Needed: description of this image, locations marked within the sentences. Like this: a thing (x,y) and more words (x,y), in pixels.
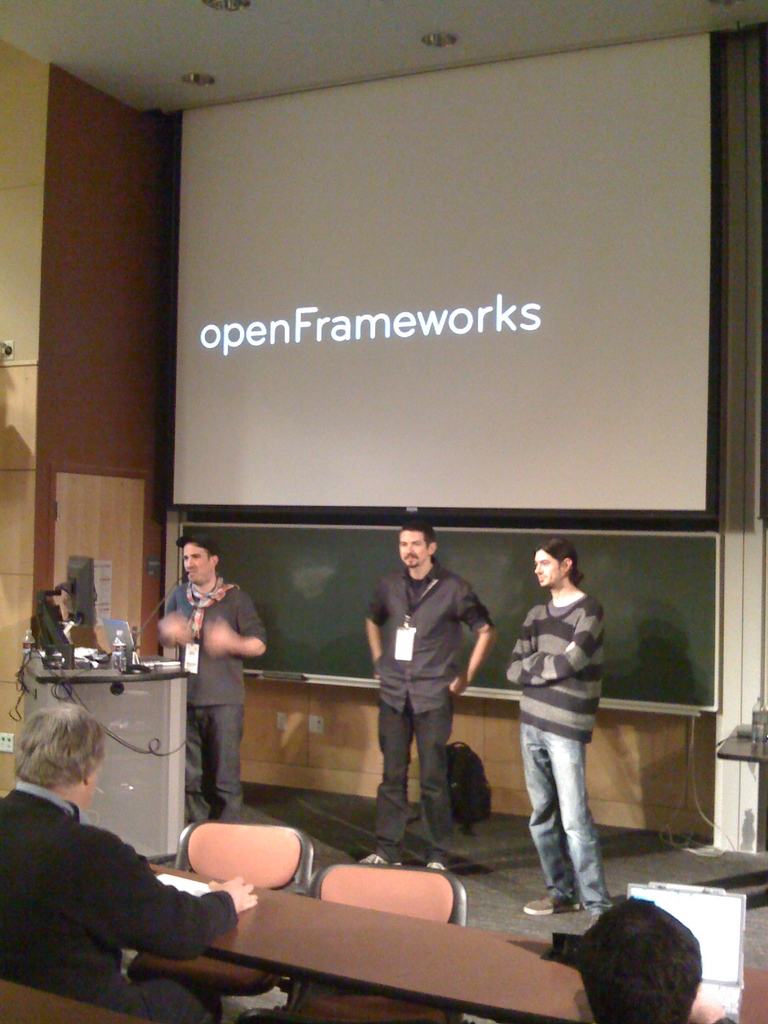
In this image we can see some persons (231,703), table (117,720) and other objects (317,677). In the background of the image (335,567) there is a screen (562,249), board (705,663), wall (340,753) and other objects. At the bottom of the image (419,963) there are persons (94,963), table (492,995), chairs (334,998) and other objects (733,948). At the top of the image (217,103) there is the ceiling (187,47) with lights (228,5).
